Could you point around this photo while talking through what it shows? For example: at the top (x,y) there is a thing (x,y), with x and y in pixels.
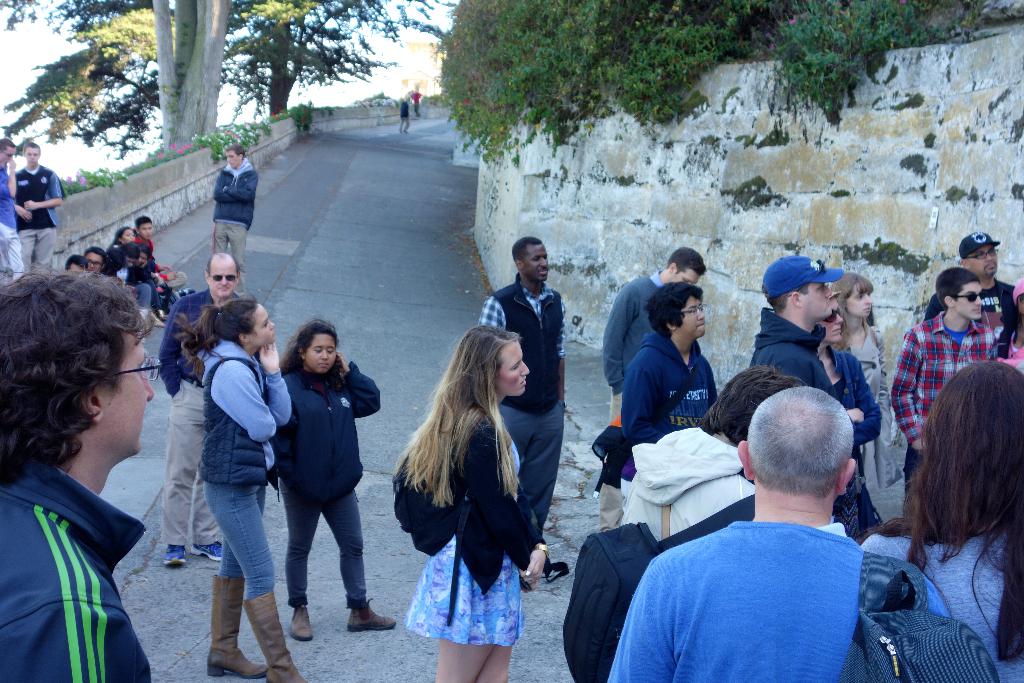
In this image I can see number of persons (456,504) are standing on the ground (584,483), the wall (717,236), few trees (166,41) which are green in color, few flowers (98,175) which are pink and white in color and in the background (87,163) I can see the sky (71,25).
